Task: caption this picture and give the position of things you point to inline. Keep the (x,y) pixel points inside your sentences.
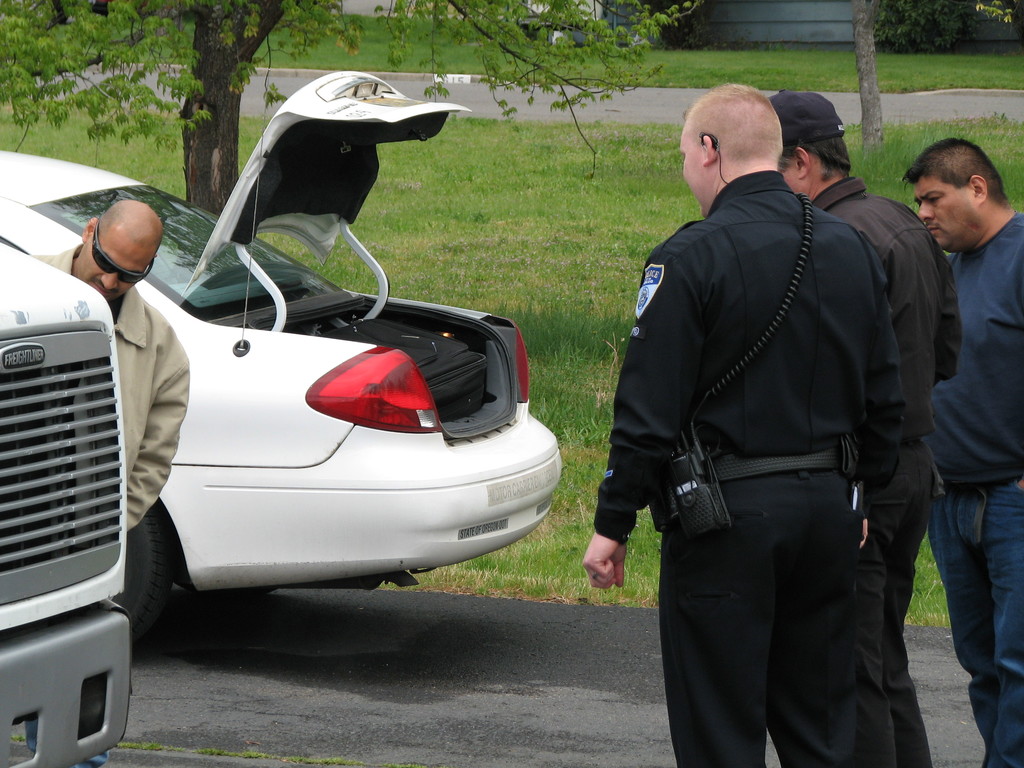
In this image there are cars (363,475) on a road (357,629) and there are four men (731,471) standing, in the background (523,156) there is a greenland (546,142), trees (614,58).
